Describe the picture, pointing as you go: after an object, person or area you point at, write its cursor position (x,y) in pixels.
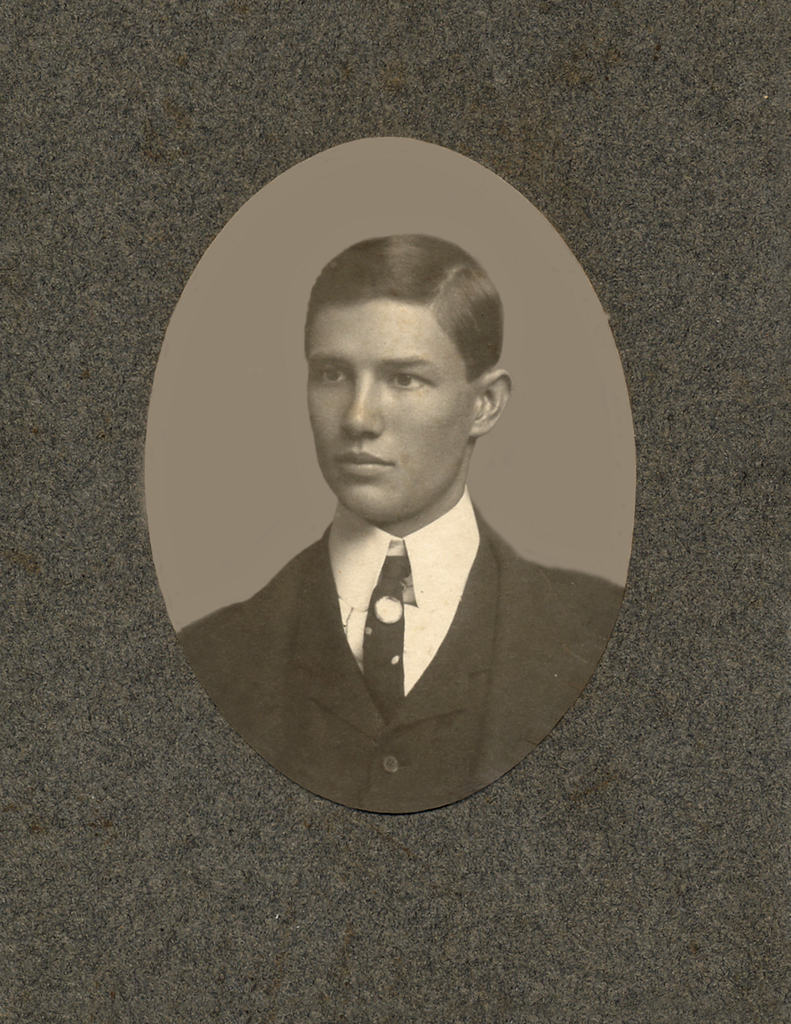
There is a black and white image. There is a person (385,570) in the middle of the image (349,588) wearing clothes (375,549).
